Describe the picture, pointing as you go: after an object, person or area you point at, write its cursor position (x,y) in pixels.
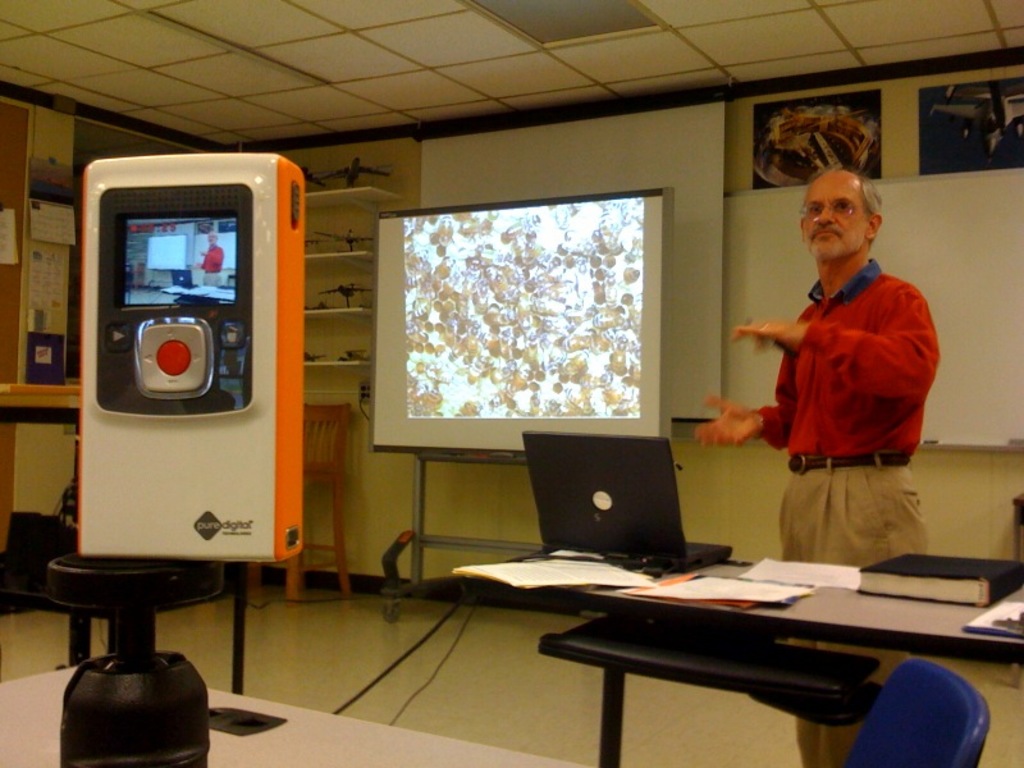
this picture shows a projector screen (627,434) and we see a man (928,360) standing and speaking and we see few papers (554,569) and a laptop (685,544) on the table (558,595).
